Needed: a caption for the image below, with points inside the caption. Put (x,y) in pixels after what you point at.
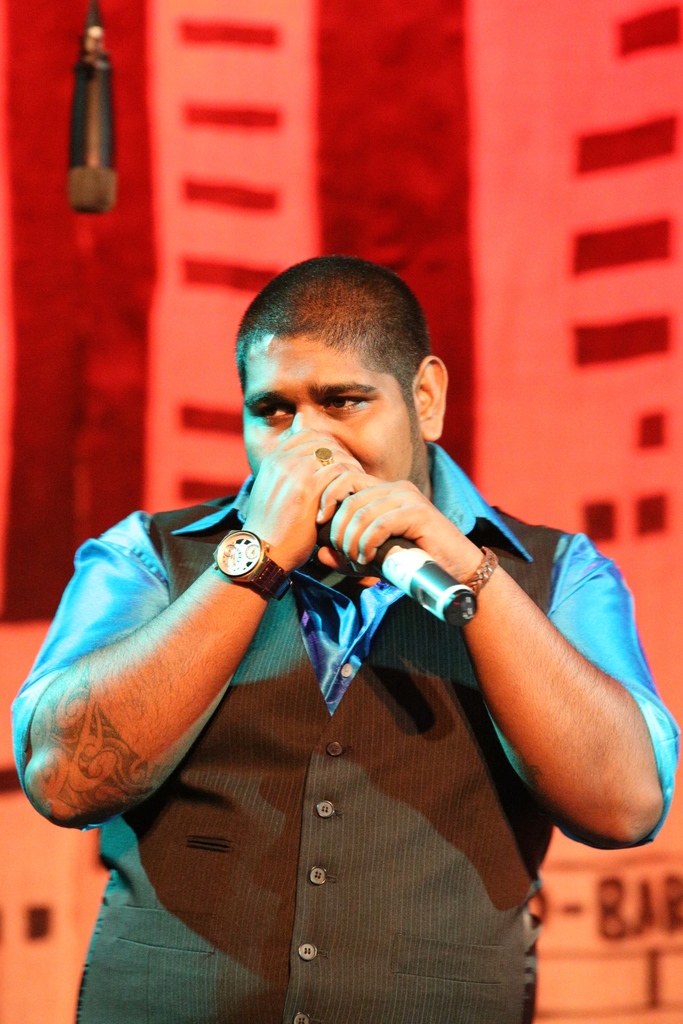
In this image I see a man (505,630) who is holding a mic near to his mouth (310,477).
